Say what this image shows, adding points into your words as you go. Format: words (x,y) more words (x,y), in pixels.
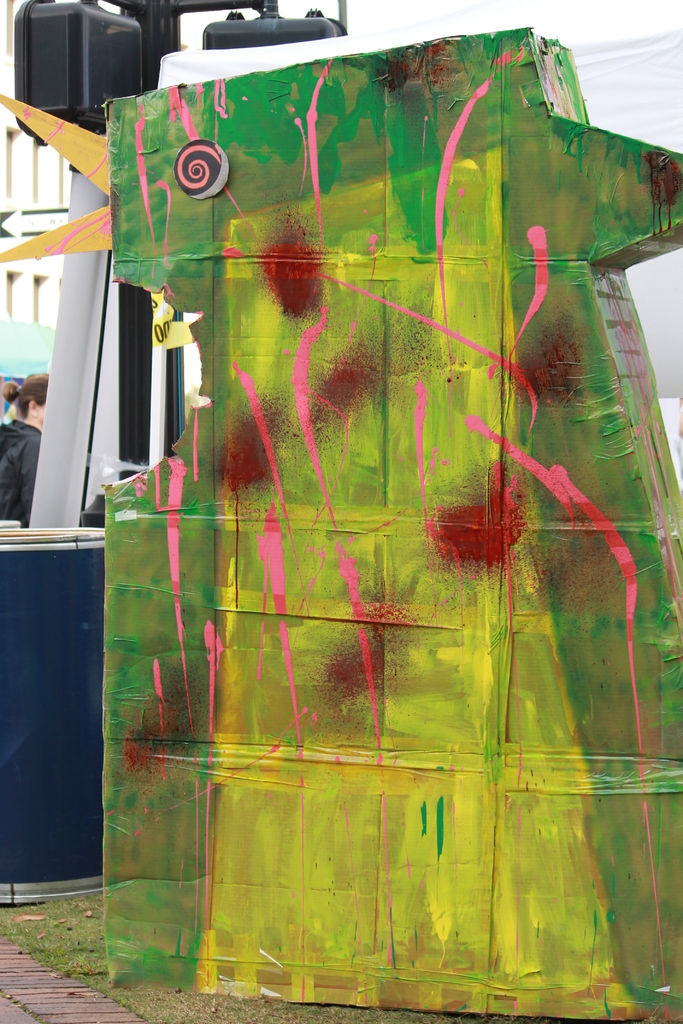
In this image I can see there is the green color thing (472,594), at the bottom (74,939) there is the grass (133,1002).
